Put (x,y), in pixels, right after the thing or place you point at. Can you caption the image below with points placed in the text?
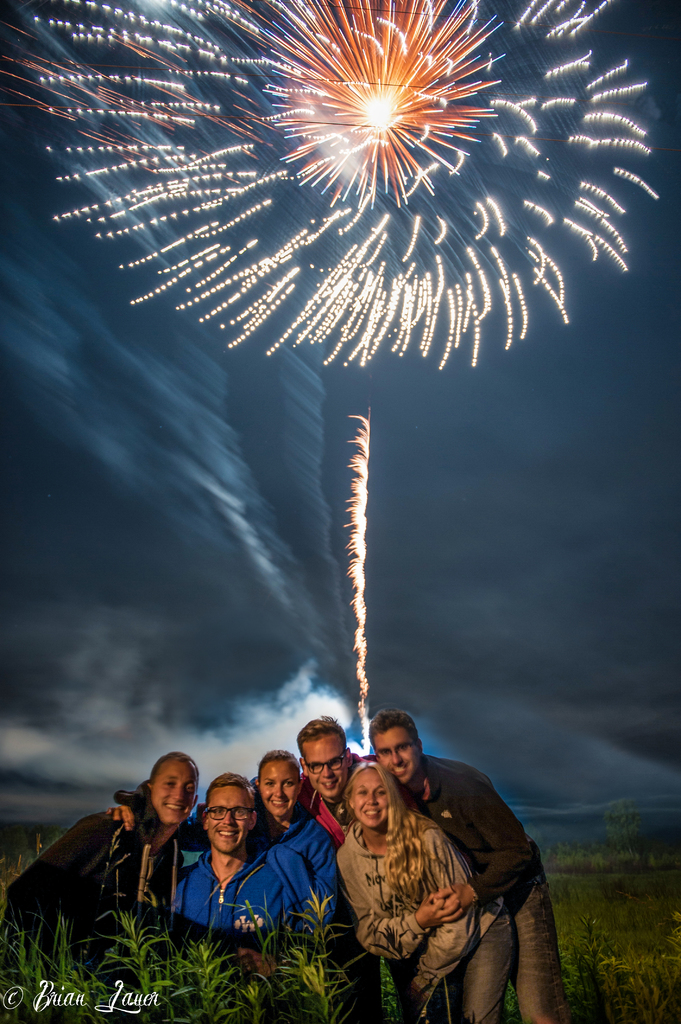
This is an outside view. At the bottom (451,979) few people (343,872) are standing, smiling and giving pose for the picture and there are many plants (292,1000). At the top of the image (340,110), I can see the stars (358,91) of the fireworks (349,91) are on a blue background (456,413). In the bottom left-hand corner (74,996) there is some text (40,1002).
